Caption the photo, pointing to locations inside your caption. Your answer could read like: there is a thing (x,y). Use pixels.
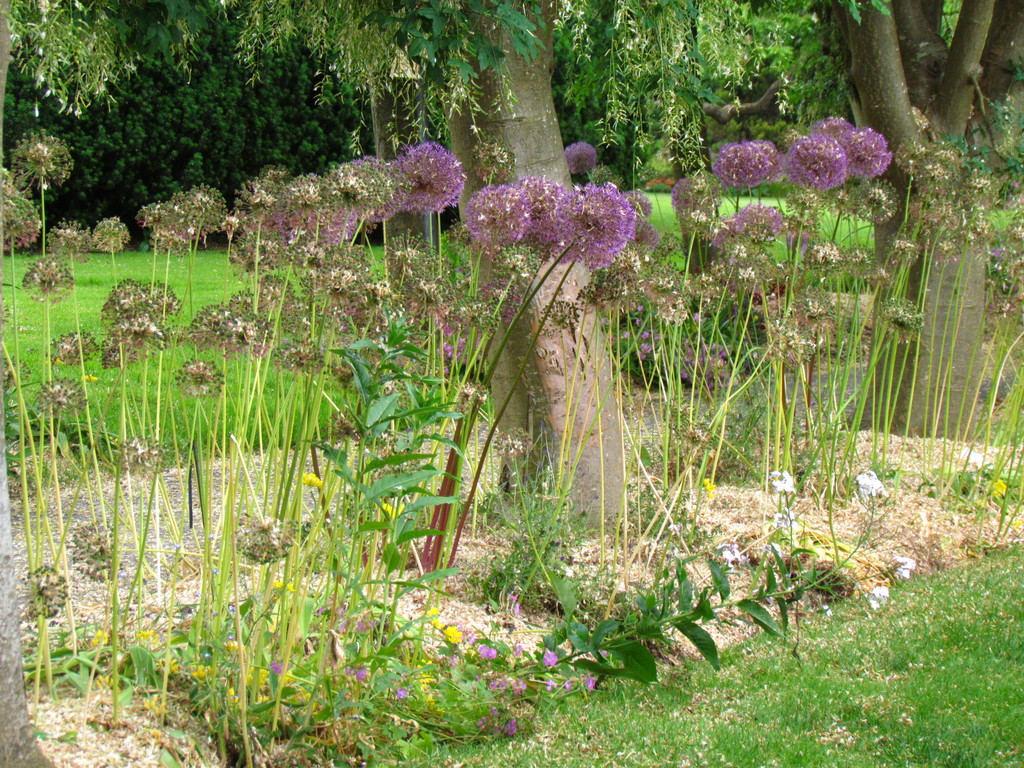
In this picture we can see flowers (421,174), grass (889,655) and in the background (177,161) we can see trees (495,126).
